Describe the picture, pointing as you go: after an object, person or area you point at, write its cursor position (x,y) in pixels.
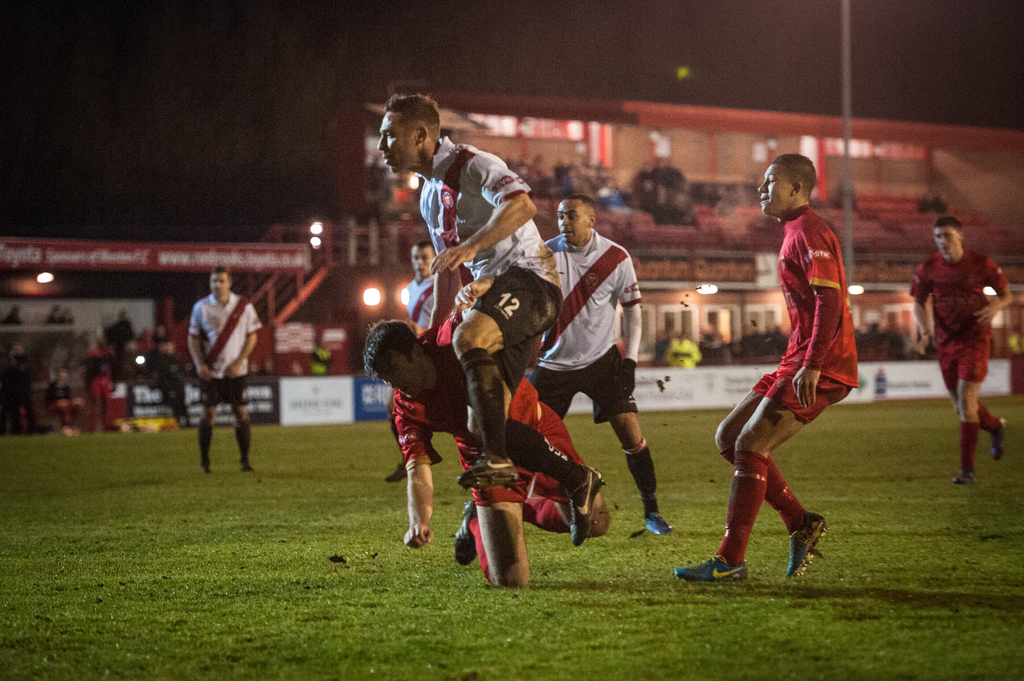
In this image the foreground there are some people (961,279) are playing something, and in the background (164,378) there are group of people (16,362) who are sitting. And there are some boards (1000,388), poles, lights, railing (403,240), chairs (717,243) and some other objects (744,326). At the bottom (154,552) there is ground (963,531) and at the top (281,66) there is sky (462,67).
